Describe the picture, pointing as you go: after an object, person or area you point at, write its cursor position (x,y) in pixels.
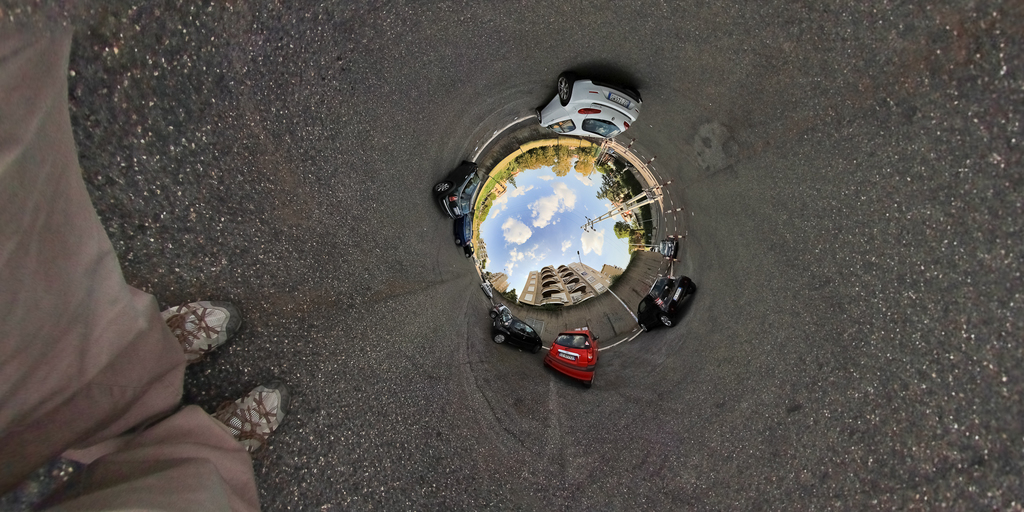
In this image I can see the road (284,133) which is black in color, a person's legs (34,91) wearing pant (136,423) and shoe (179,321) is standing on the road (227,350). I can see few cars (568,376) which are red, black and white in color on the road (491,107). I can see few trees (582,154), few buildings (554,280) and the sky (541,229) in the background (567,225).
